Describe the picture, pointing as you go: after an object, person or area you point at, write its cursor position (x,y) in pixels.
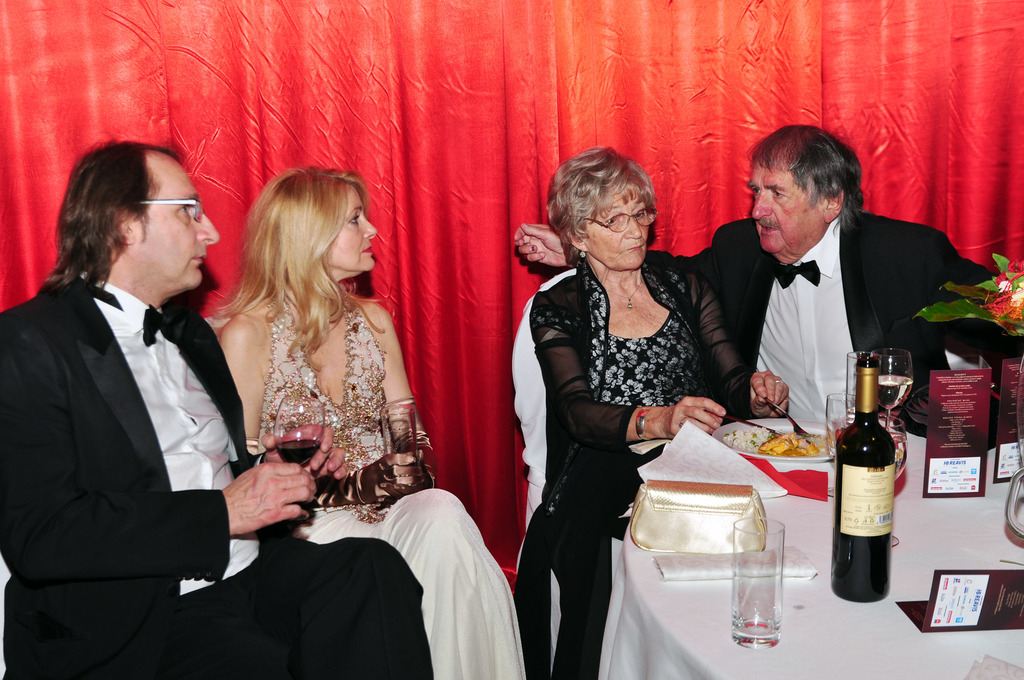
In this picture we can see two men (199,324) and two women (657,270) sitting on chairs (538,403) and in front of them on the table (816,663) we can see glasses (751,635), bottle (859,427), plate (804,423) with food (800,451) in it, cards (960,402), purse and in the background (79,117) we can see a red curtain (516,145).
